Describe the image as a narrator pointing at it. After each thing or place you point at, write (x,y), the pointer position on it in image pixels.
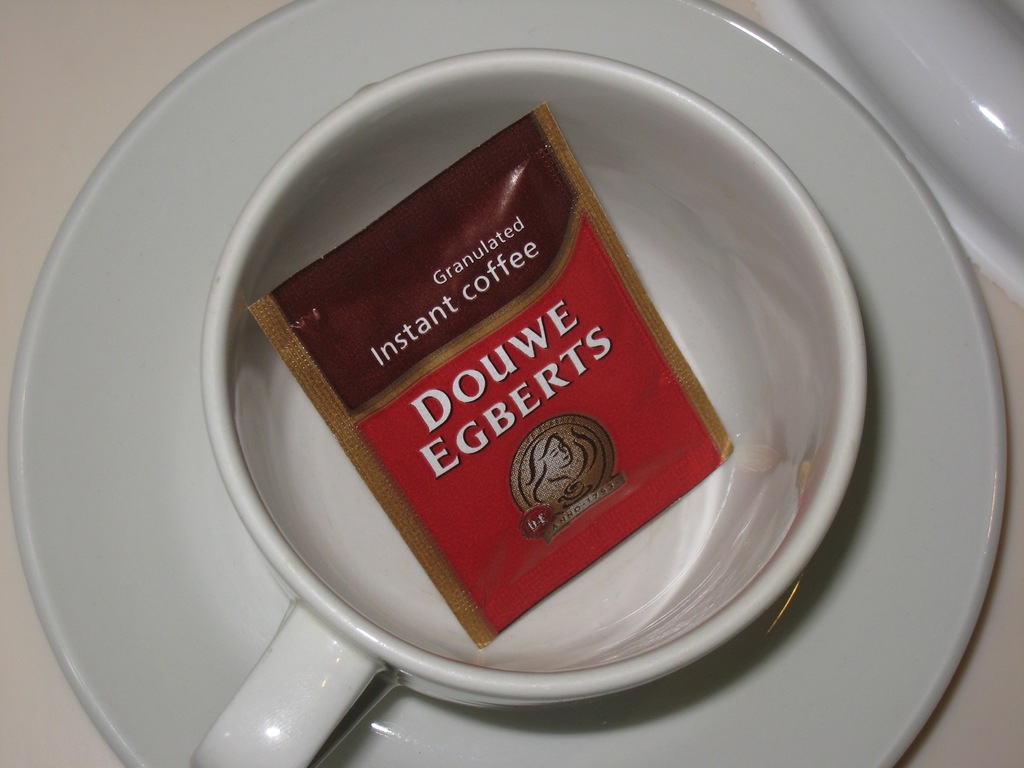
There is a white color cup (263,200) and saucer (272,580). In side the cup (324,500) there is a packet (449,358) with something written on that.
